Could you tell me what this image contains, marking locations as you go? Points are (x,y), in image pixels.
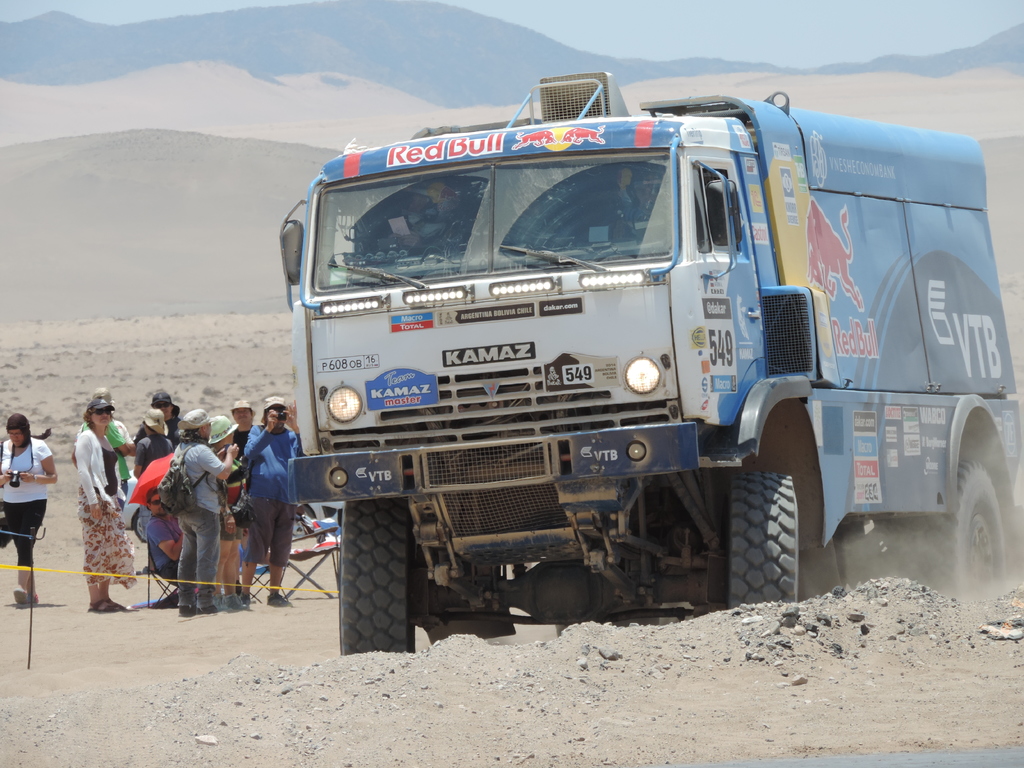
In this picture there is a vehicle (300,471) and there are group of people (227,512) standing. At the back (4,98) there are mountains (322,40). At the top (630,16) there is sky (702,40). At the bottom (84,680) there is sand (142,669).
